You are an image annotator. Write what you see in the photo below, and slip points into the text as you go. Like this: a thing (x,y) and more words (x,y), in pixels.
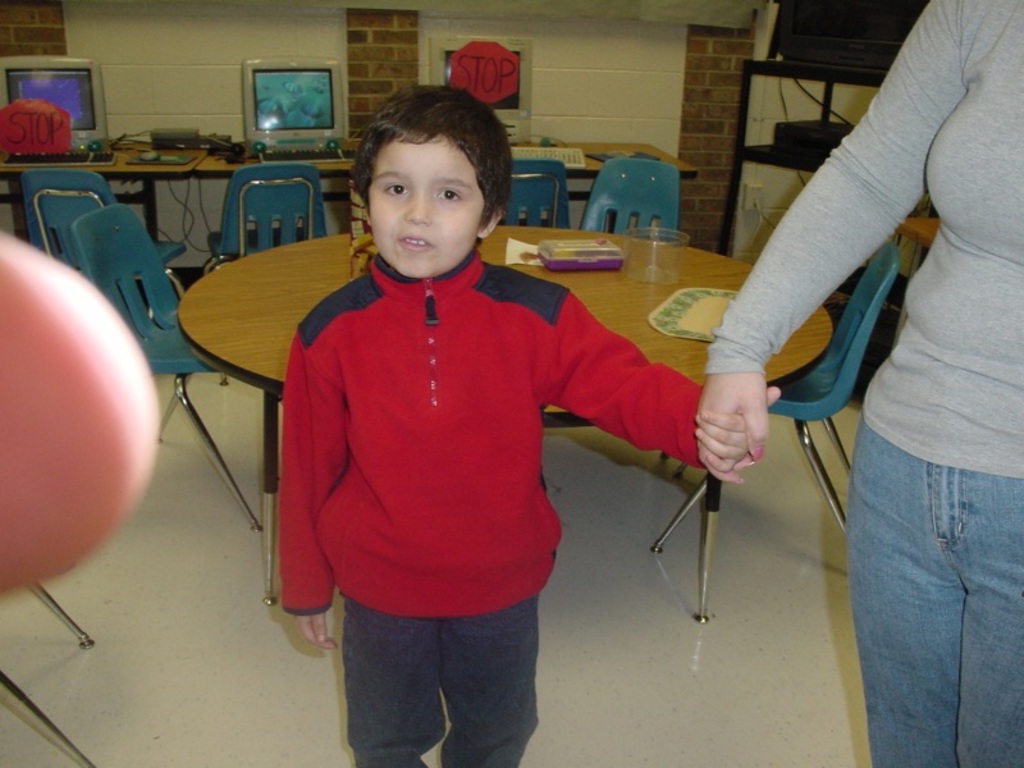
In this image in the center (411,435) there is one boy (395,360) who is standing. Beside that boy (661,423) there is one woman (932,272) who is standing, on the background (603,234) there is a table (225,309) and some chairs (156,246) and on the table (539,234) there is one box (587,252) and one cloth (678,303) is there and on the top (293,54) there is a wall (712,58) and on the left side (146,147) there is a table (593,152). On that table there are computers (261,104) and keyboards (526,156) are there.
